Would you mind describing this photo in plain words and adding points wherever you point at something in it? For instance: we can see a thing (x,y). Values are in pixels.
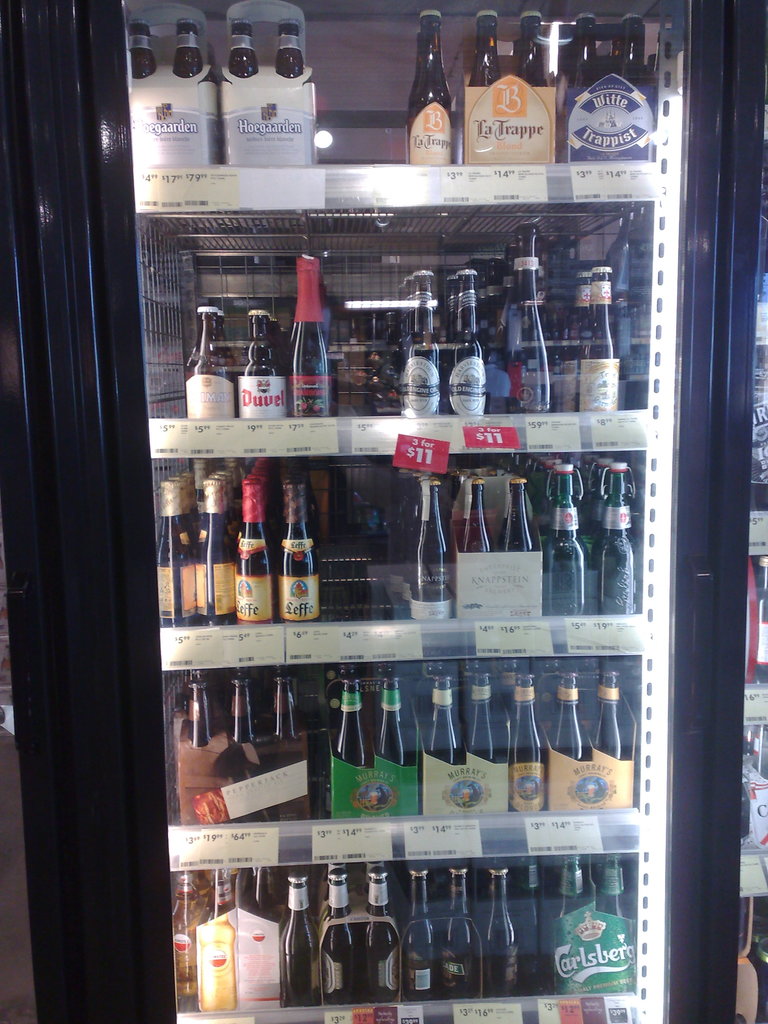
There is a refrigerator (493,393) in which some bottles (254,345) were arranged in the shelves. There are different kinds of bottles (578,542).
